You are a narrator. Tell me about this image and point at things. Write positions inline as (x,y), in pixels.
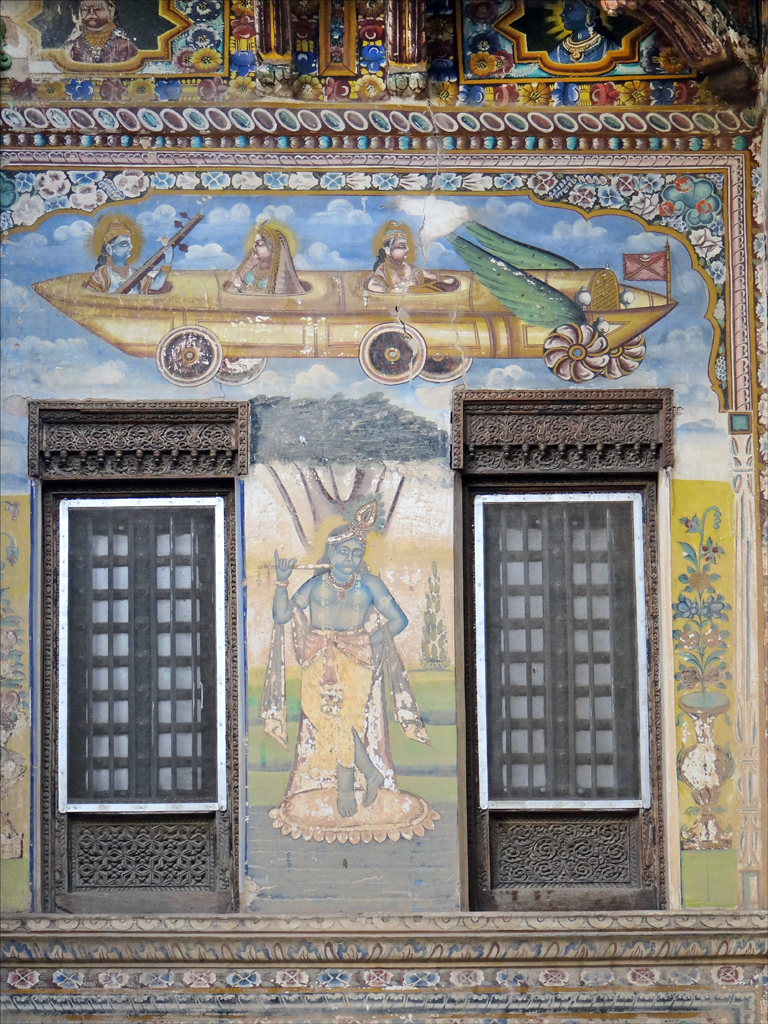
In the picture we can see a wall (61,1021) with the paintings (279,763) of god images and two windows (583,760) with glasses (78,528) to it and on the top of it we can see some architecture (763,62).
